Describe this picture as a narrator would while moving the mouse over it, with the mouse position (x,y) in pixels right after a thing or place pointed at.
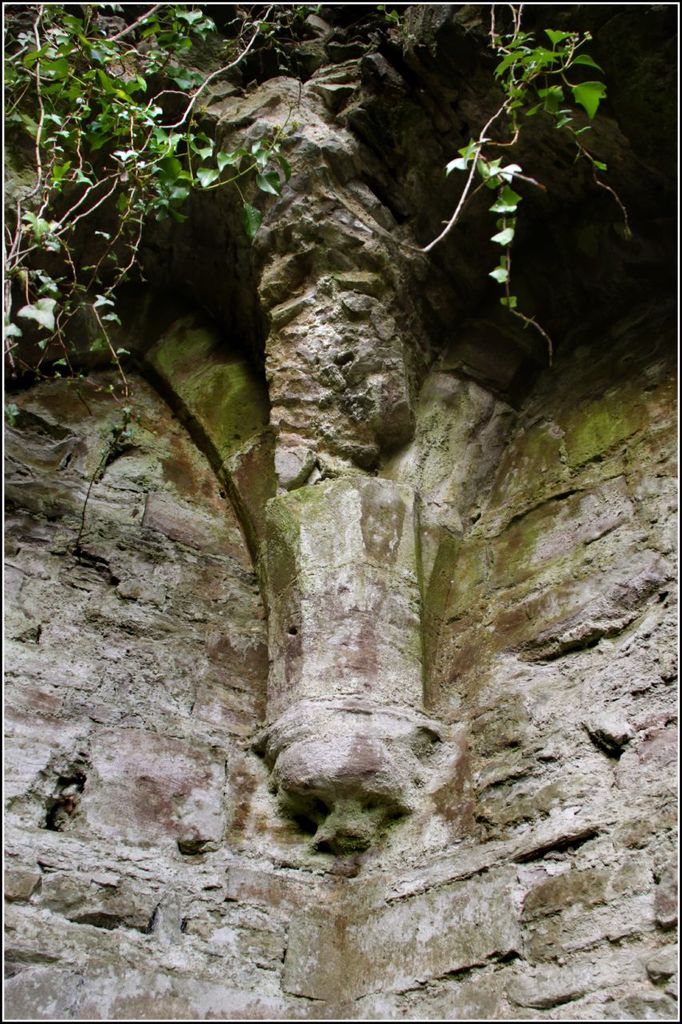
In this picture we can see a close view of the granite wall (299,466) in the image. On the top (164,135) we see some green plant leaves (164,135).
